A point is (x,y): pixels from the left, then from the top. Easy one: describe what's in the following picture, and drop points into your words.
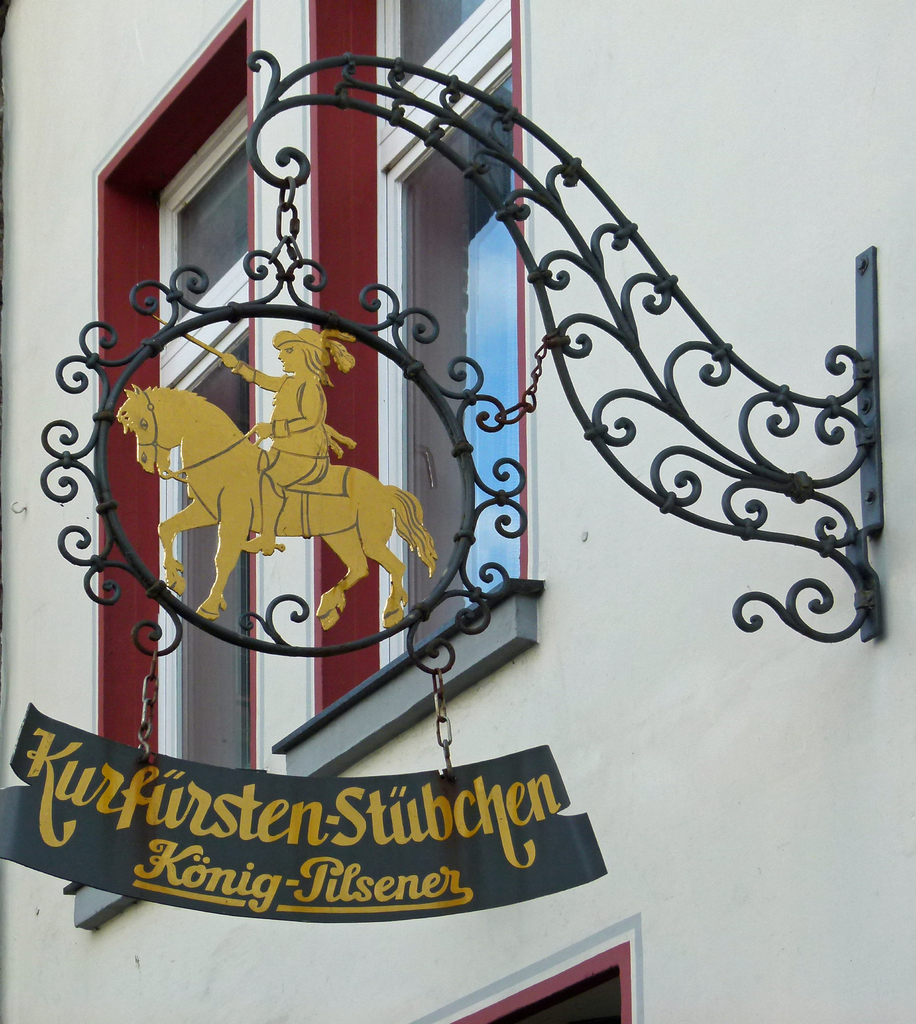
In this image there is a name board (528,757) hanging to the iron grill (416,621), which is attached to the building (701,110).
